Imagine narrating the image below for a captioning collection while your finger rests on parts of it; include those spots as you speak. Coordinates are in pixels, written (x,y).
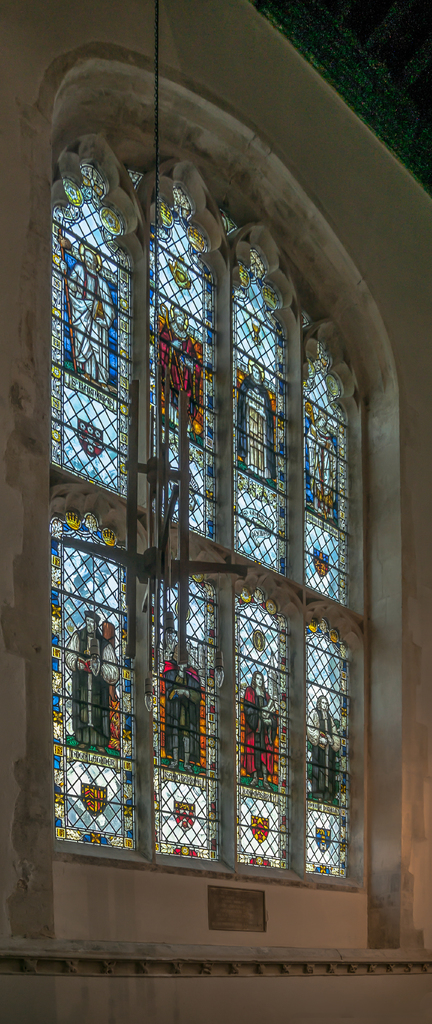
In the center of this picture (271,680) we can see a window (91,220) and we can see the wall (289,173) and the pictures (78,313) of some persons (98,309) on the window (258,445).
